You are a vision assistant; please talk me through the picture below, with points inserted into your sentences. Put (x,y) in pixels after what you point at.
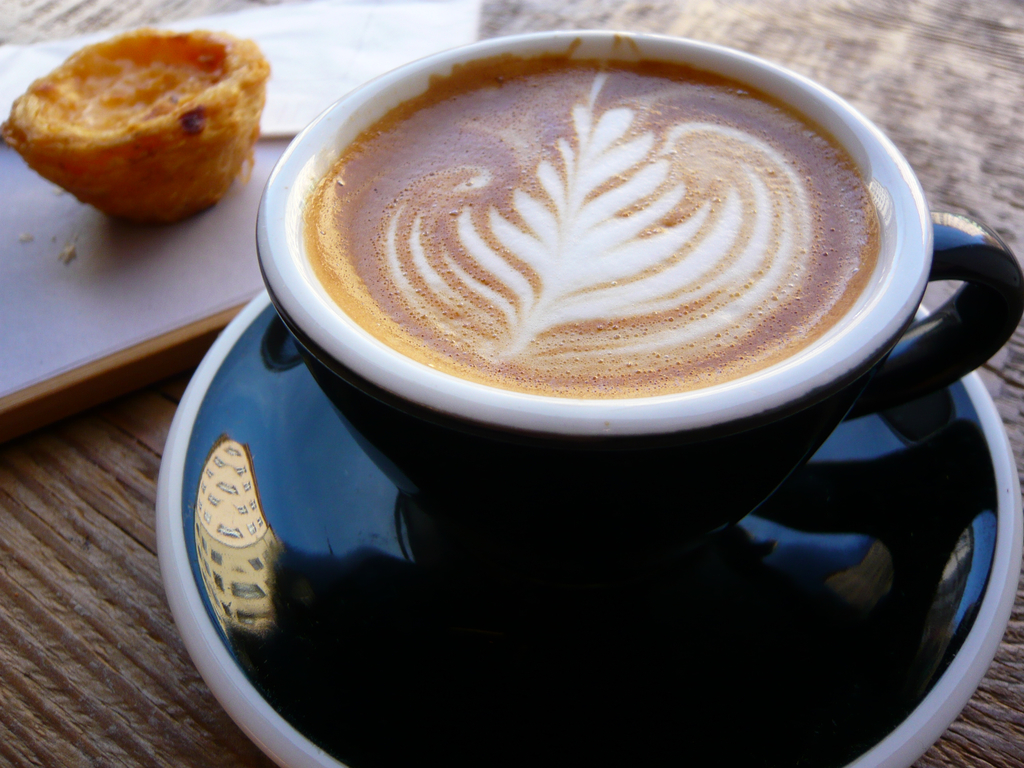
In this image we can see a cup (621,457) of coffee (577,387) with a saucer (600,612) placed on the table (112,651). We can also see some snacks (4,133) with tissue papers (66,44) beside it.
